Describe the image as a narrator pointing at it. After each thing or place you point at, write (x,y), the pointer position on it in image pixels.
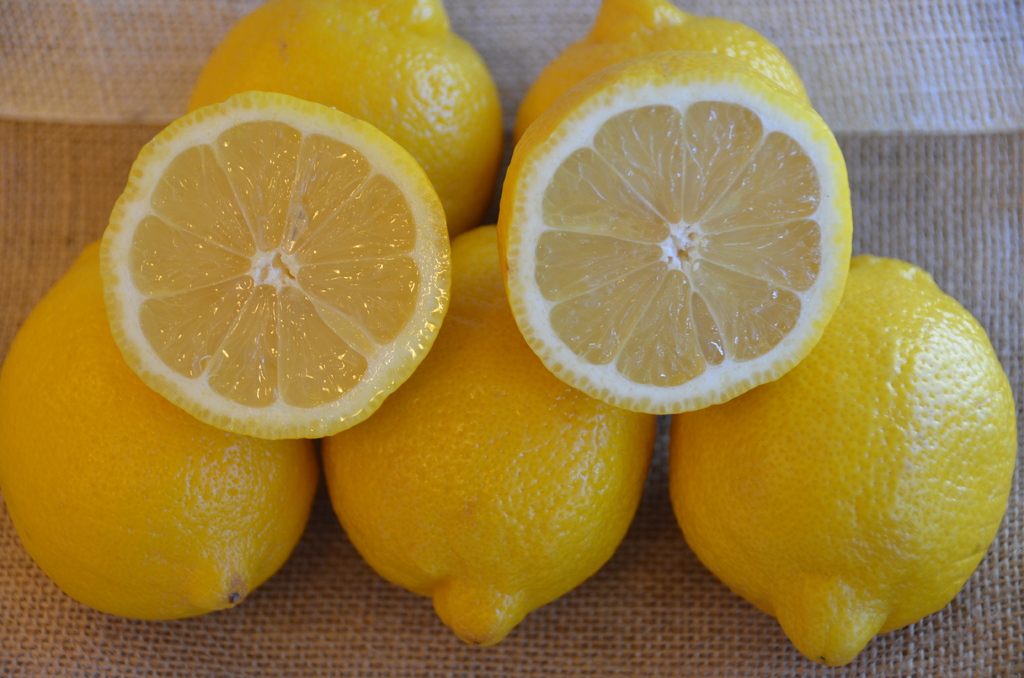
We can see lemons (805,522) on the jute surface (668,620).
